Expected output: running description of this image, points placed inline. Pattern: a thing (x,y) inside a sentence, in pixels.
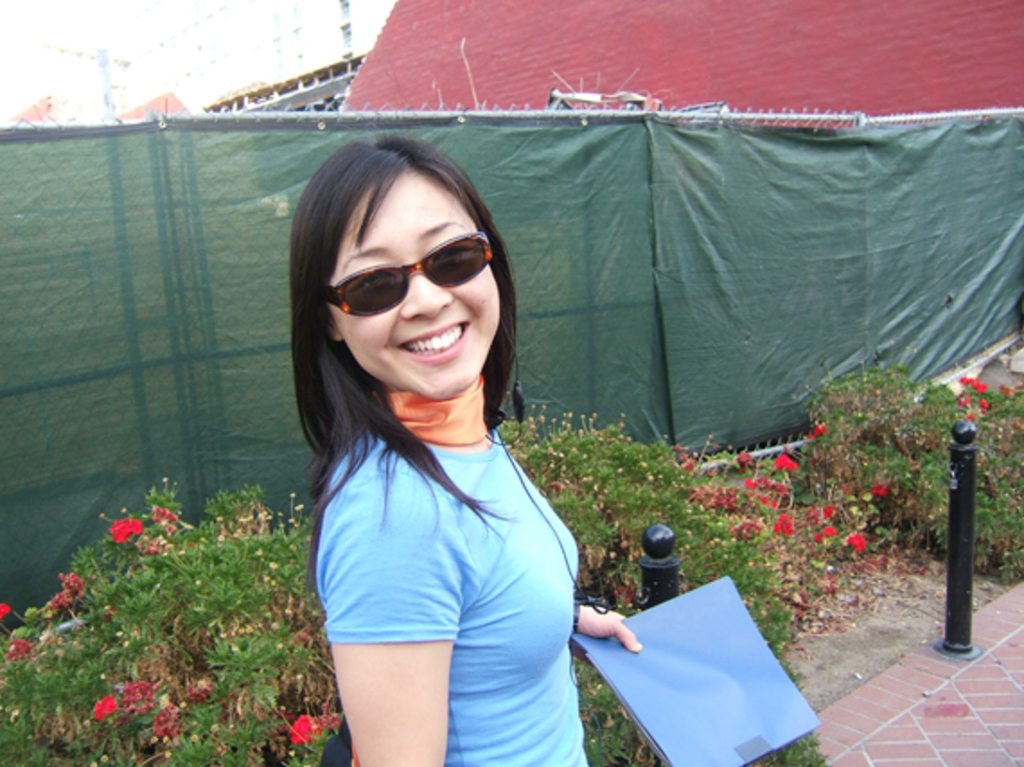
In this image, at the middle (406,488) there is a woman (428,601), she is standing and she is smiling, she is holding a file (677,684), she is wearing specs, there are some green color plants (587,554), there is a green color cloth (496,211) on the fence (203,184), at the background (919,19) there is a red color wall (932,18).
